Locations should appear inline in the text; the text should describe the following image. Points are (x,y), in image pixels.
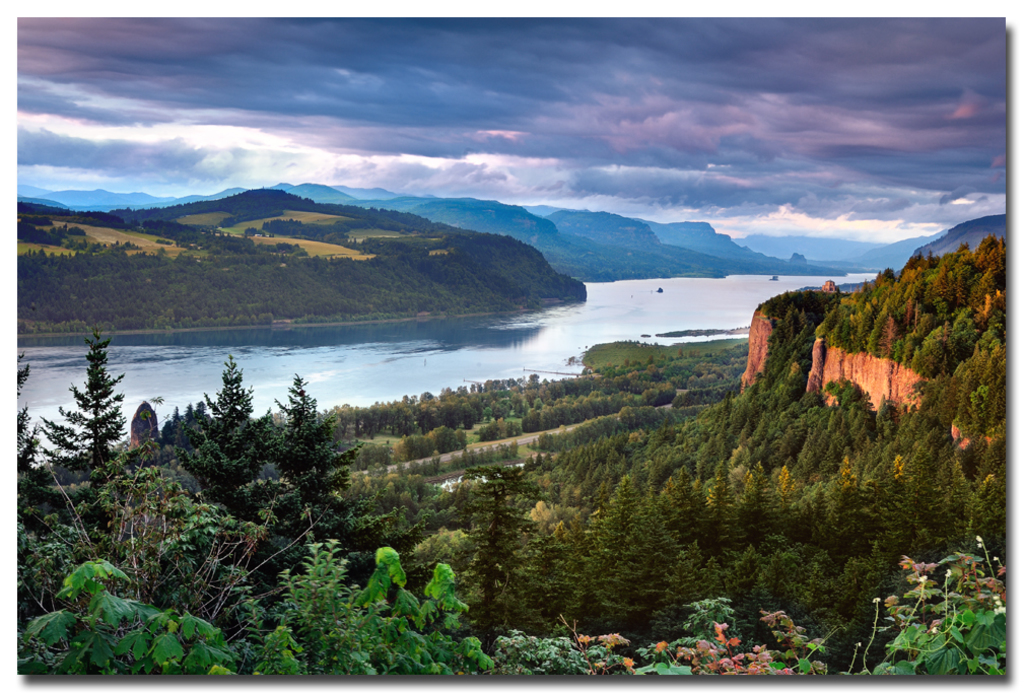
In this image it looks like a river (477,356) in the middle (457,359). There are hills (357,262) on either side of the river (385,388). At the bottom (519,595) there are so many plants (756,561). At the top (544,67) there is the sky (309,79). In the background (589,243) there are hills (599,231) on which there are trees (518,250).
